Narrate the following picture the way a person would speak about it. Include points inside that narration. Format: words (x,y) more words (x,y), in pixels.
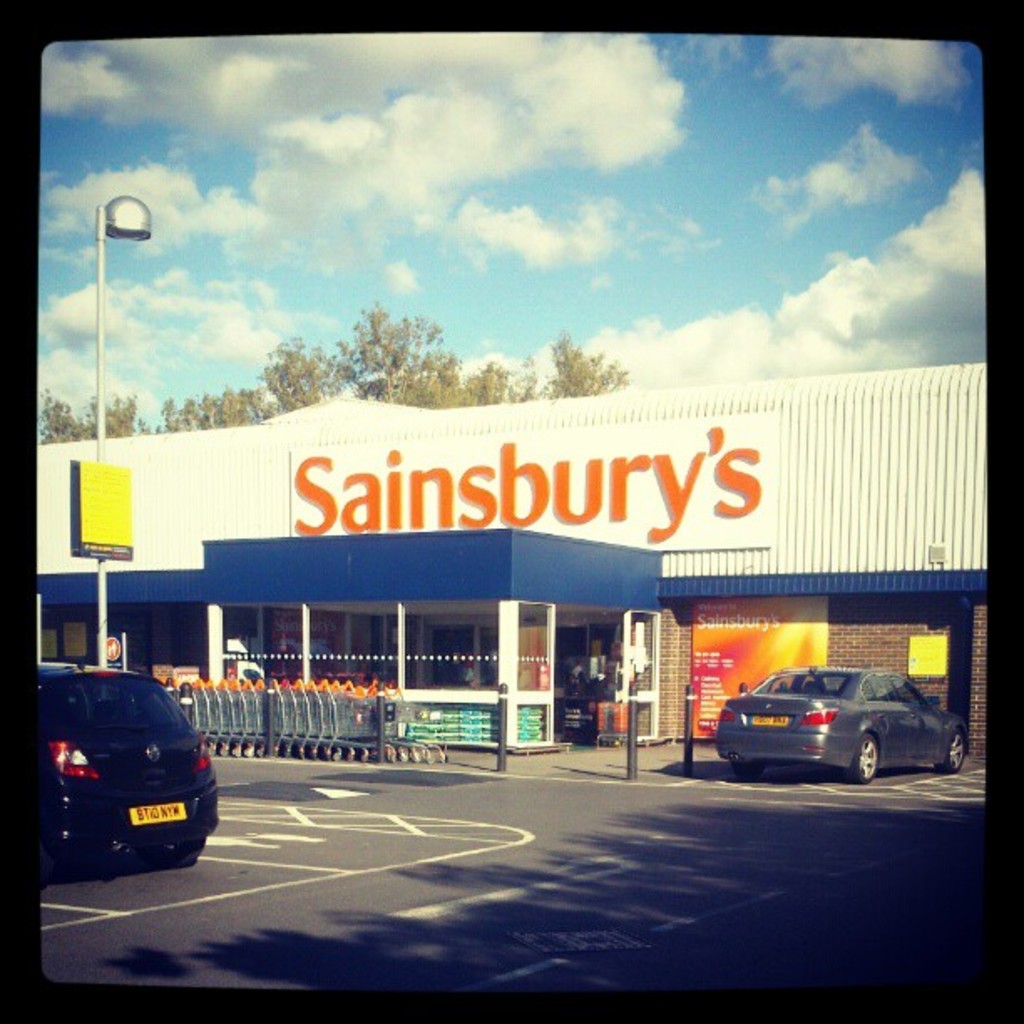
In the center of the image (495,583) there is a building (445,587) and we can see trolleys (359,732). At the bottom (266,892) there is a road (754,888) and we can see cars (914,725) on the road (627,884). In the background (196,323) there is a pole (99,228), trees (308,388) and sky (487,235).
